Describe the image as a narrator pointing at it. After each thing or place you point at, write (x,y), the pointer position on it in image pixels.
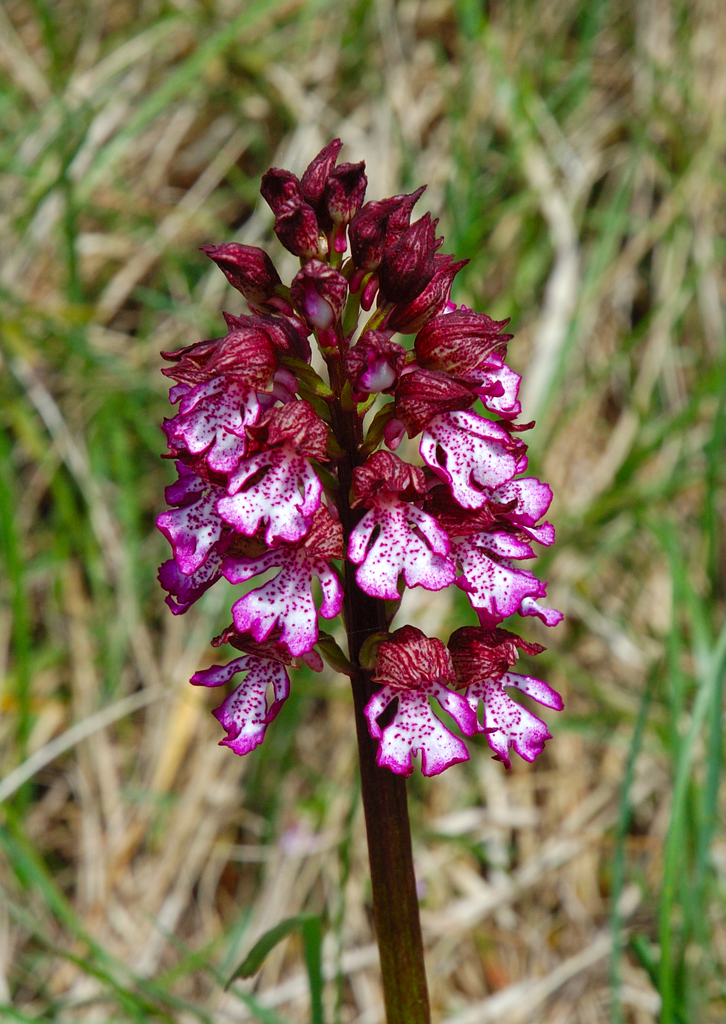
In this picture I can observe flowers (268,388) which are in white and pink color. In the background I can observe some grass (187,265).
